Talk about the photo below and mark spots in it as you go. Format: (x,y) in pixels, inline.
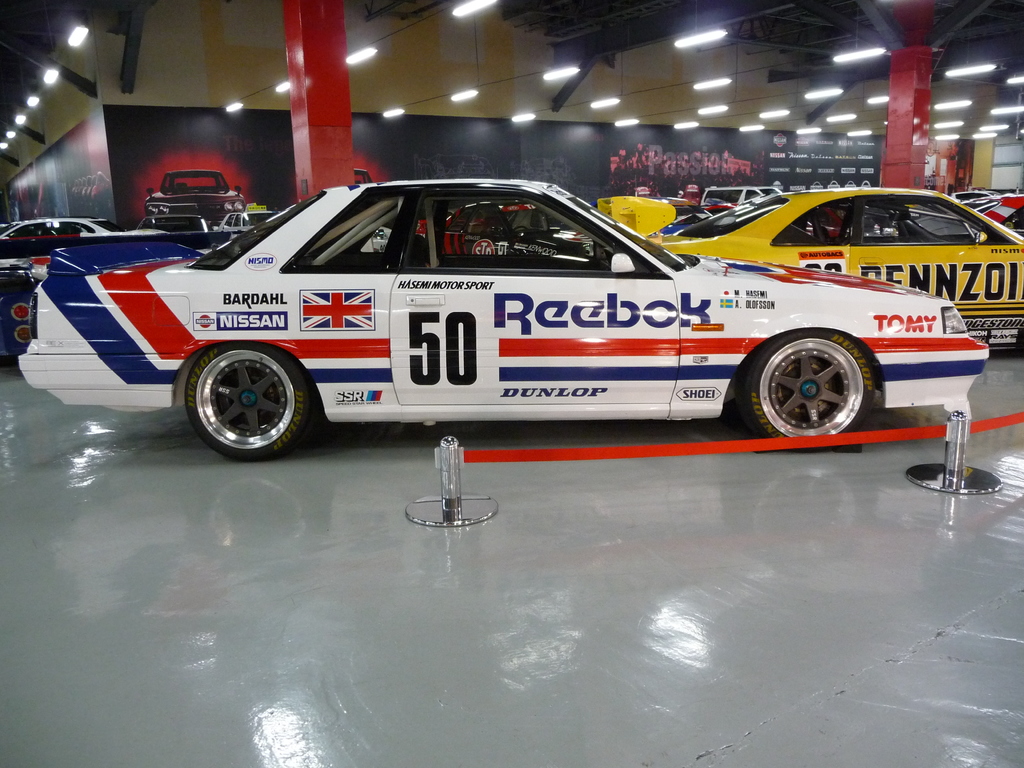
In this image there are some cars (490,338) in the middle of this image (496,274). There is a floor (424,637) in the bottom of this image (570,620). There is a wall (514,161) in the background (497,163). There are some lights (858,133) arranged on the top of this image (514,119).
